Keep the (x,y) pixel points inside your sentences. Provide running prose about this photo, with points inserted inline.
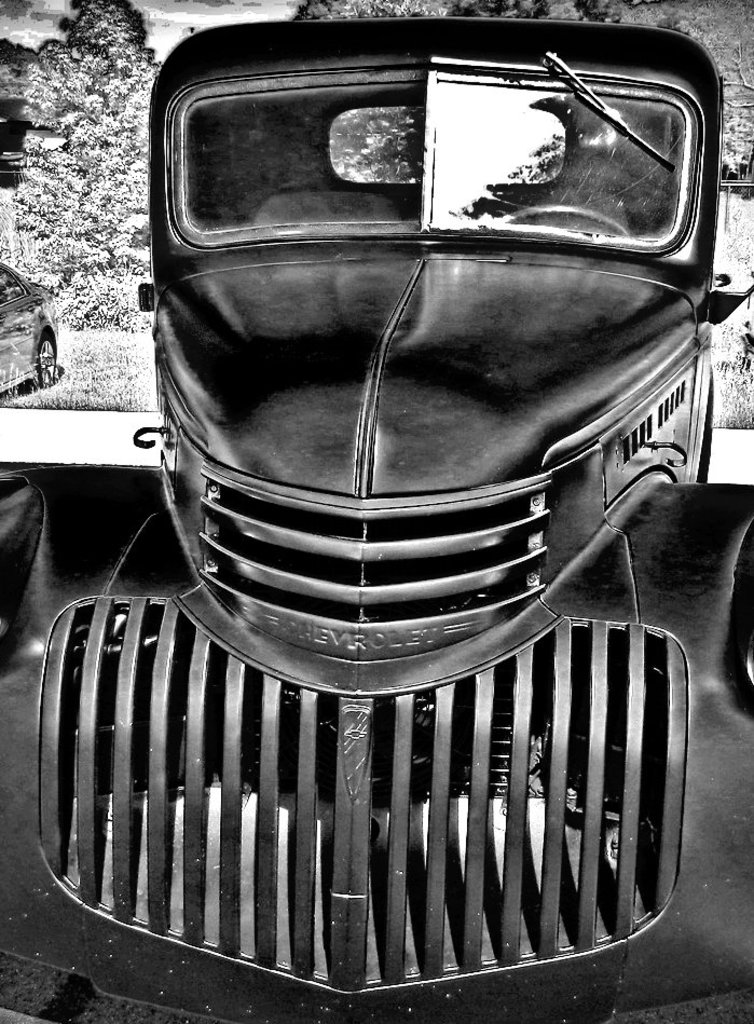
In this picture we can see few cars (232,472), in the background (74,168) we can find few trees (111,289), and it is a black and white photography.
